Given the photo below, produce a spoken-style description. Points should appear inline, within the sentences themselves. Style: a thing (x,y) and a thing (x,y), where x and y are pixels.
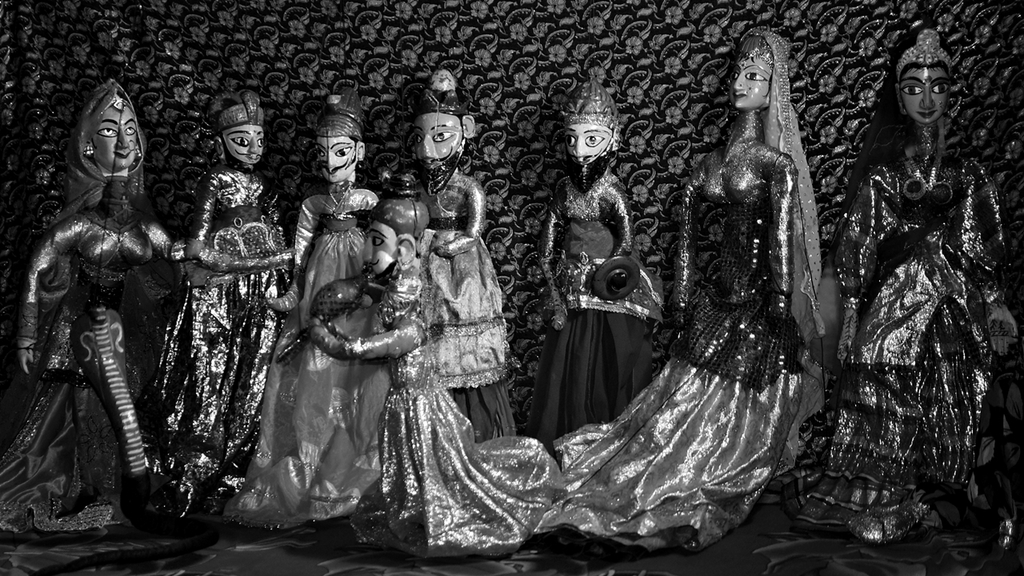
In the center of the image (483,244) dolls (230,286) are present. At the bottom of the image (354,573) floor (371,546) is there. At the top of the image (468,86) wall (496,86) is there.
